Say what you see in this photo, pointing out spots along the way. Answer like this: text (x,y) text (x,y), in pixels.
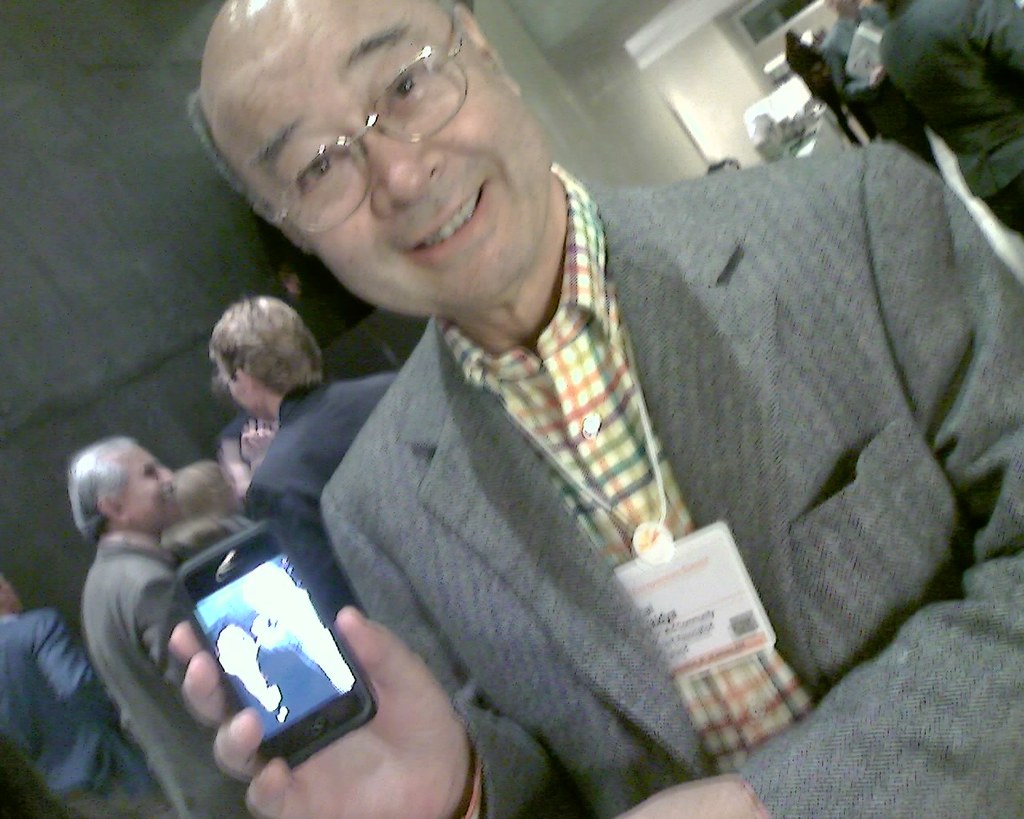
In the image there is a bald headed old man (520,389) in grey suit (475,386) standing in the front (365,679) showing cell phone (262,665) and in the back (952,88) there are many people (963,116) standing all over the room (169,434), the old man (627,523) in the front (706,598) wearing an id card (693,628) and spects (351,137).
